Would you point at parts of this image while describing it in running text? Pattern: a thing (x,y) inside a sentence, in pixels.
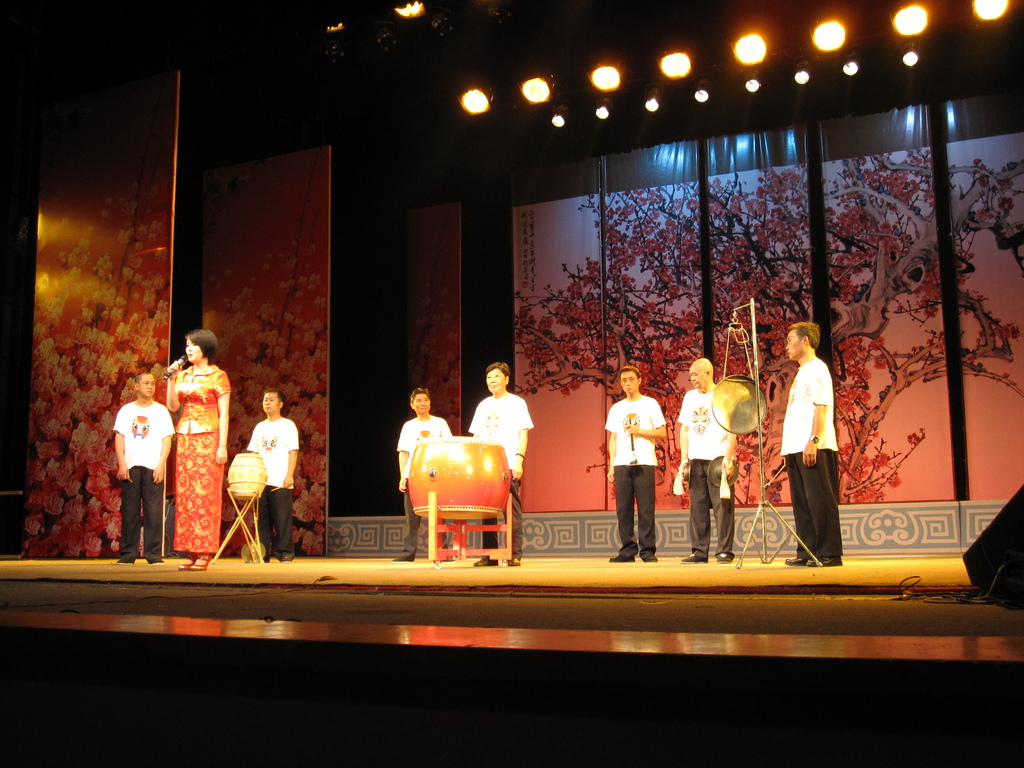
In this image, we can see a group of people (640,468), musical instruments (474,469) on the stage (511,618). Here a woman (194,432) is holding a microphone (173,371). Background (275,300) we can see banners (237,296). Top of the image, we can see the lights (989,9). Right side of the image (1016,533), we can see black color box (985,558) on the stage (978,697).
